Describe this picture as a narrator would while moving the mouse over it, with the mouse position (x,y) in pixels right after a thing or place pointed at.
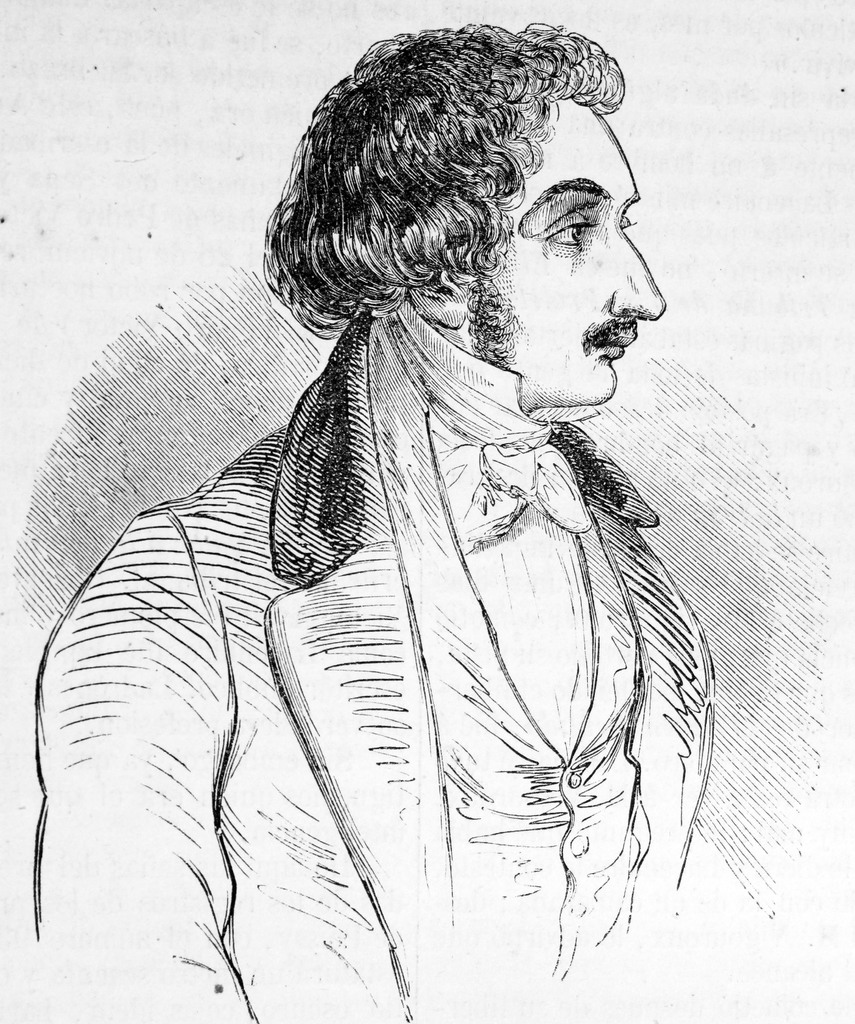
In this picture we can see the sketch (201,650) of a man (404,664) with a mustache (593,329). The background of the image (165,93) is white in color.
